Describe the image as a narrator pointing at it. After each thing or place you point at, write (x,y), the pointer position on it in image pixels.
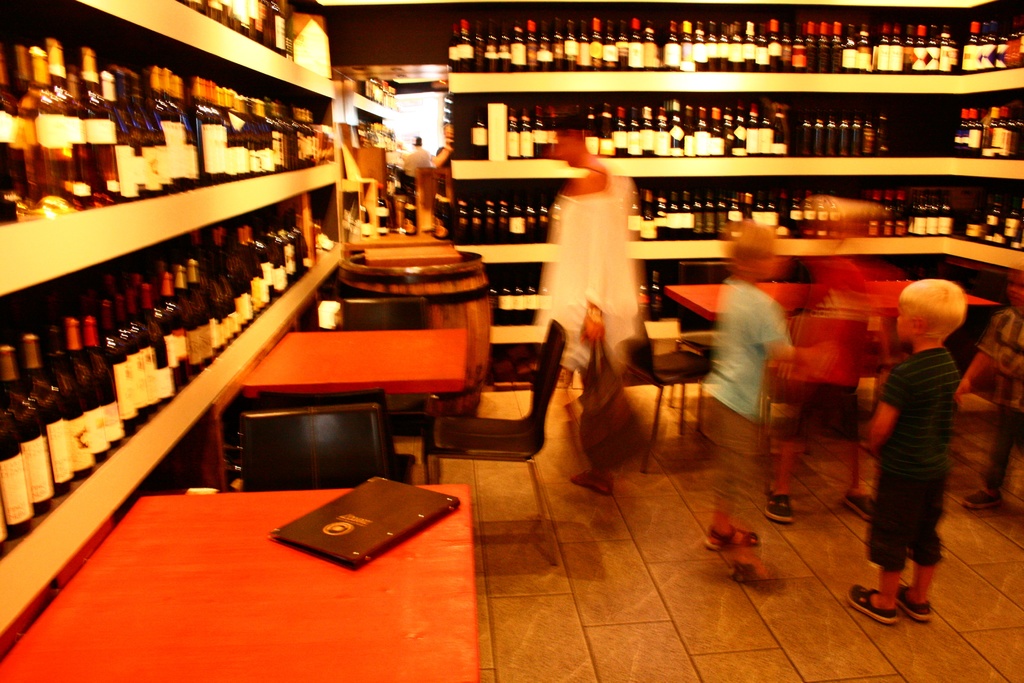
This is a picture of a wine store (536,42). There are many wine bottles (144,340) throughout the store (709,126). To the left (294,562) there are tables (372,380), chairs (485,423) and a menu card (415,495) and to the right (695,292) also. In the center of the image (594,230) there is a person (572,143) standing, to the right (735,407) there are few kids (894,440) playing. In the background (424,163) there is a man (427,150) standing.
